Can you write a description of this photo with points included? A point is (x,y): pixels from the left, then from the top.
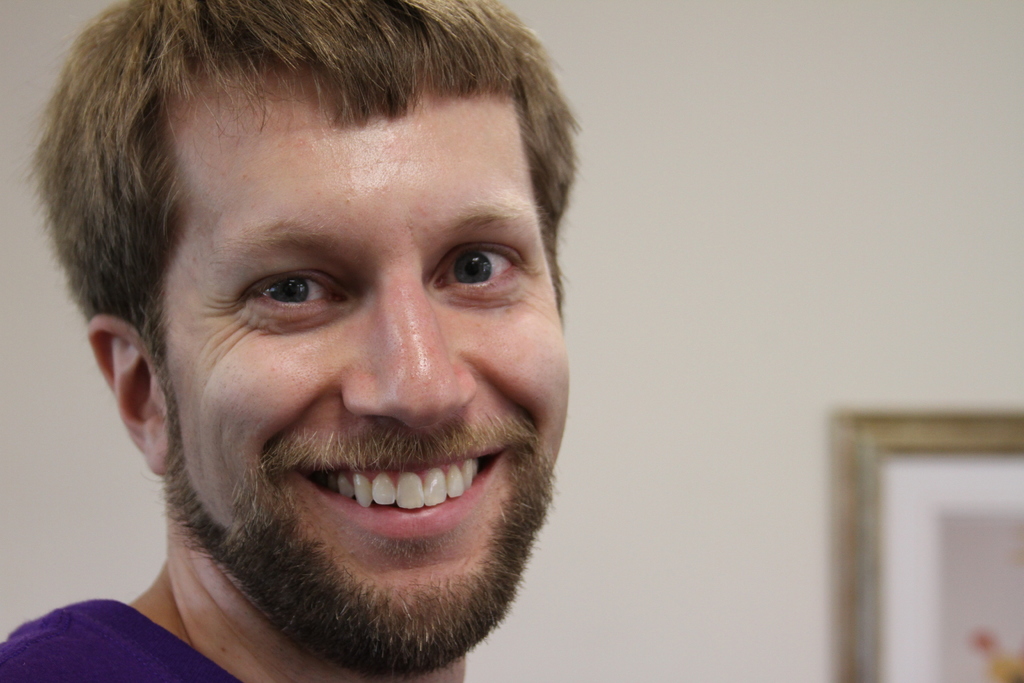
In this picture we can see a man (398,433), he is smiling, in the background (715,505) we can see a frame (860,520) on the wall (765,482).
